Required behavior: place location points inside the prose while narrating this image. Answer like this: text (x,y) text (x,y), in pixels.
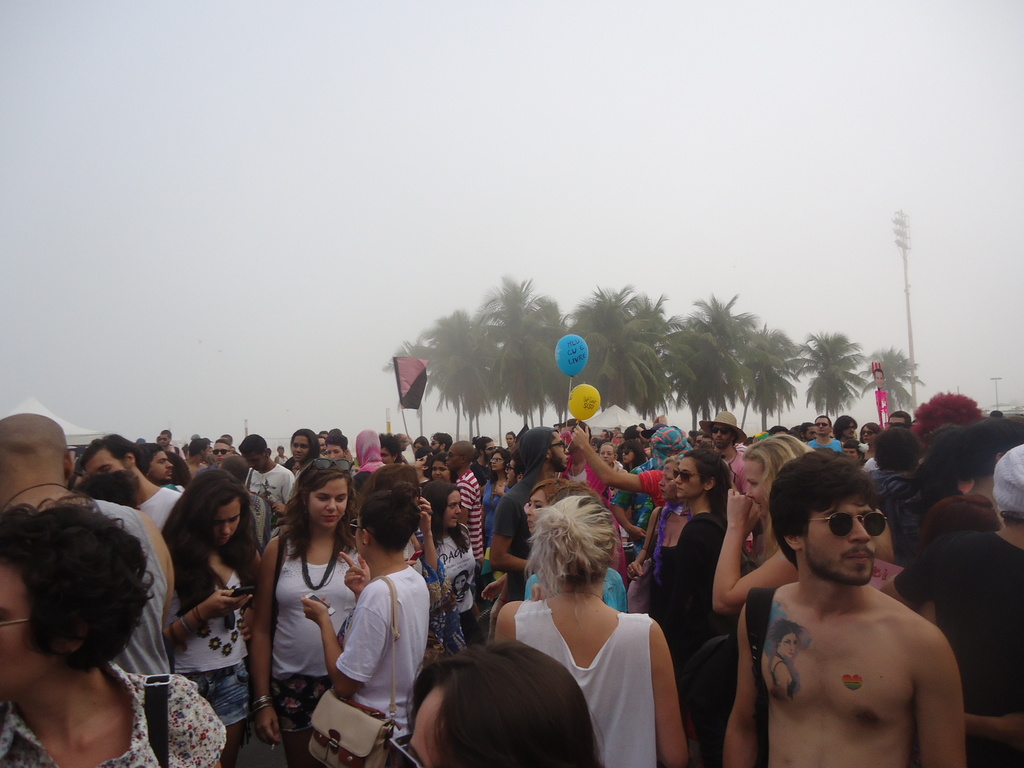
In this image I can see number of people (361,577) are standing. In the background (439,411) I can see few balloons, a flag (408,364), number of trees (501,386), a red colour board (874,370) and a pole (912,403).
